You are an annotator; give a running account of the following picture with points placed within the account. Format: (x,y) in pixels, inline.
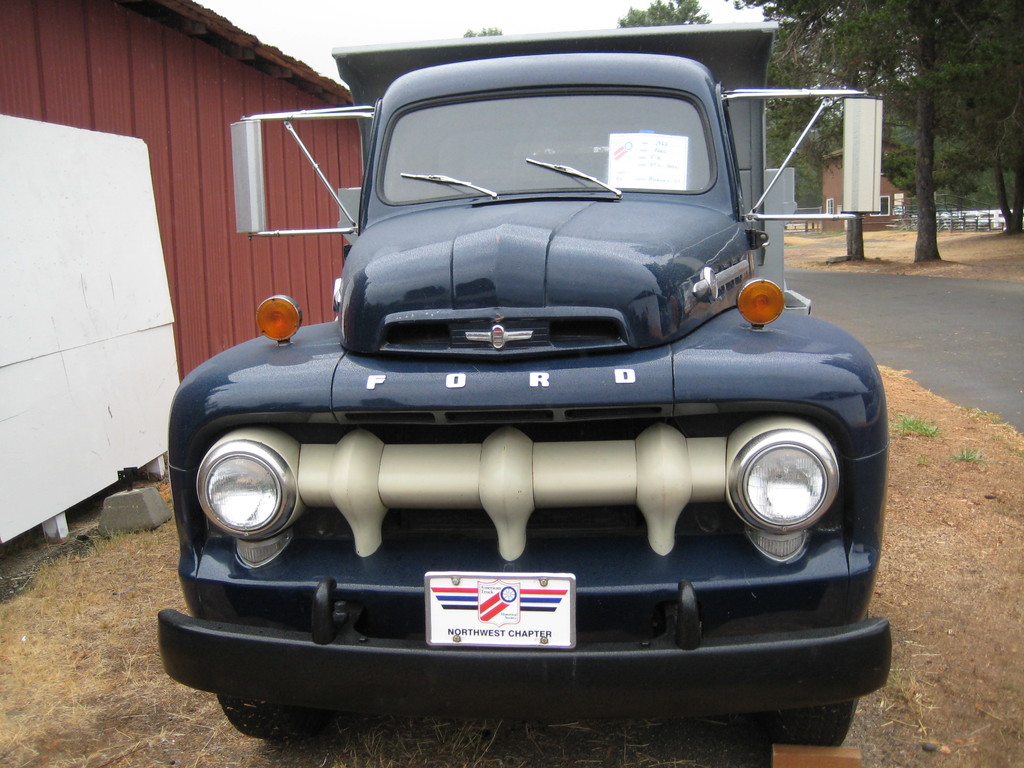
In this image I can see the vehicle (346,488) and the vehicle (802,391) is in blue color. In the background (224,122) I can see the shed (223,123), few trees (816,68) in green color and the sky (481,16) is in white color.
